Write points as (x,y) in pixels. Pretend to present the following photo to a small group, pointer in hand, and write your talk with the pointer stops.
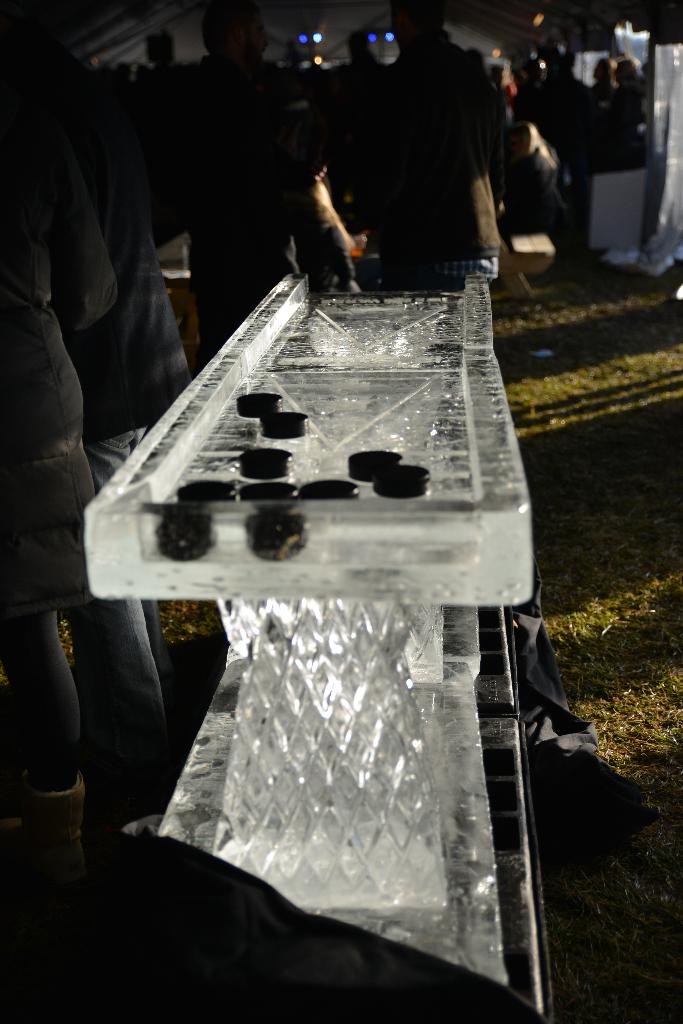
This is an image clicked in the dark. In the middle of the image (358,542) there is a glass object (368,642) which seems to be a table (286,439). On this there are few black color coins (204,490). At the bottom (679,759), I can see the grass (661,515) on the ground (625,627). In the background (202,225) there are many people (47,268) and some other objects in the dark.
